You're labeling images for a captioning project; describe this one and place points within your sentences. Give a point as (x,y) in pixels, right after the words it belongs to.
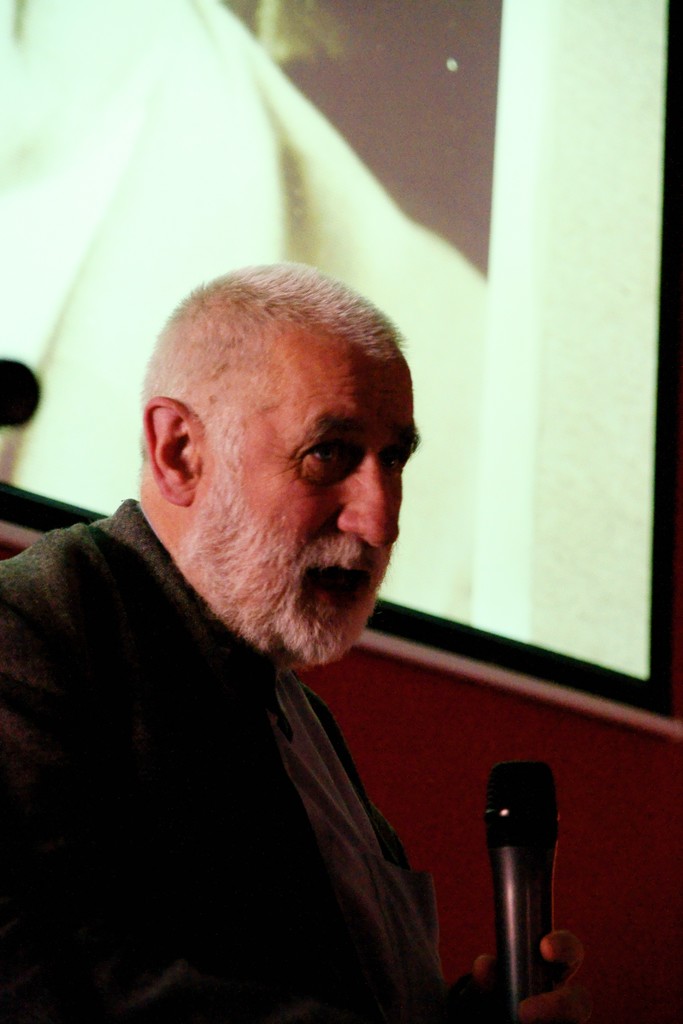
In this picture i could see a person (229,461) with a white beard (305,618) and a jacket (170,716) on him holding a mic (513,917) in his left hand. In the background (490,396) there is a big screen (548,240).
